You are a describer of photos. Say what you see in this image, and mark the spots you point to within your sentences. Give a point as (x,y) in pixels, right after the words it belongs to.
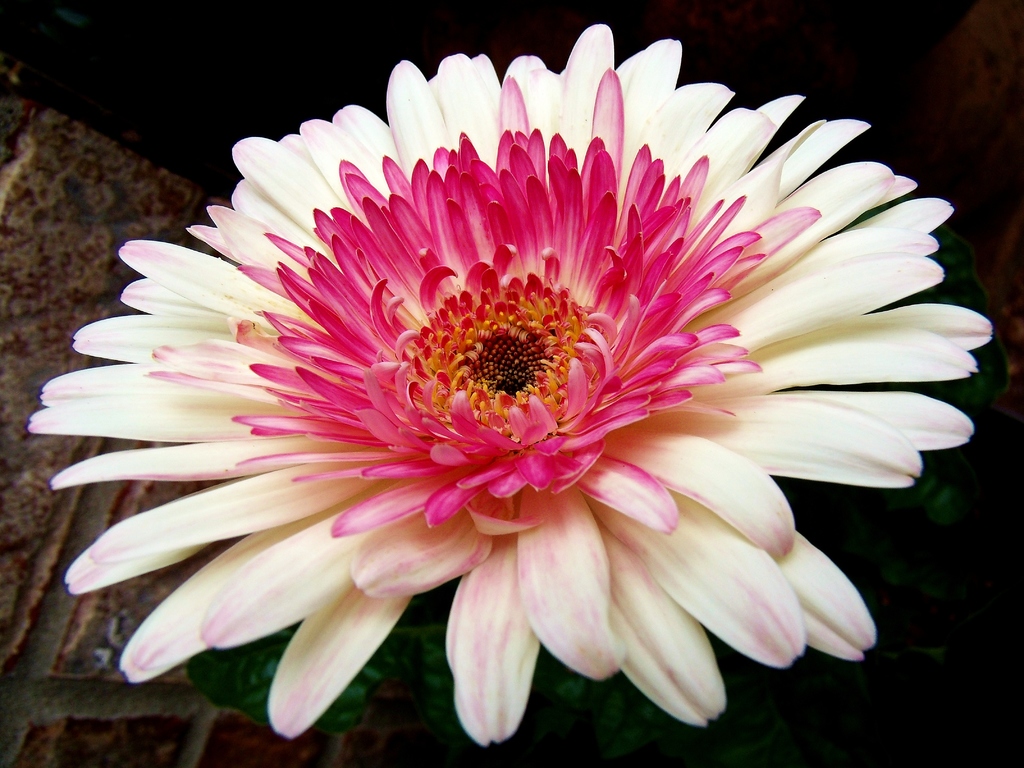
There is a white and pink color flower (491,312) with leaves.
